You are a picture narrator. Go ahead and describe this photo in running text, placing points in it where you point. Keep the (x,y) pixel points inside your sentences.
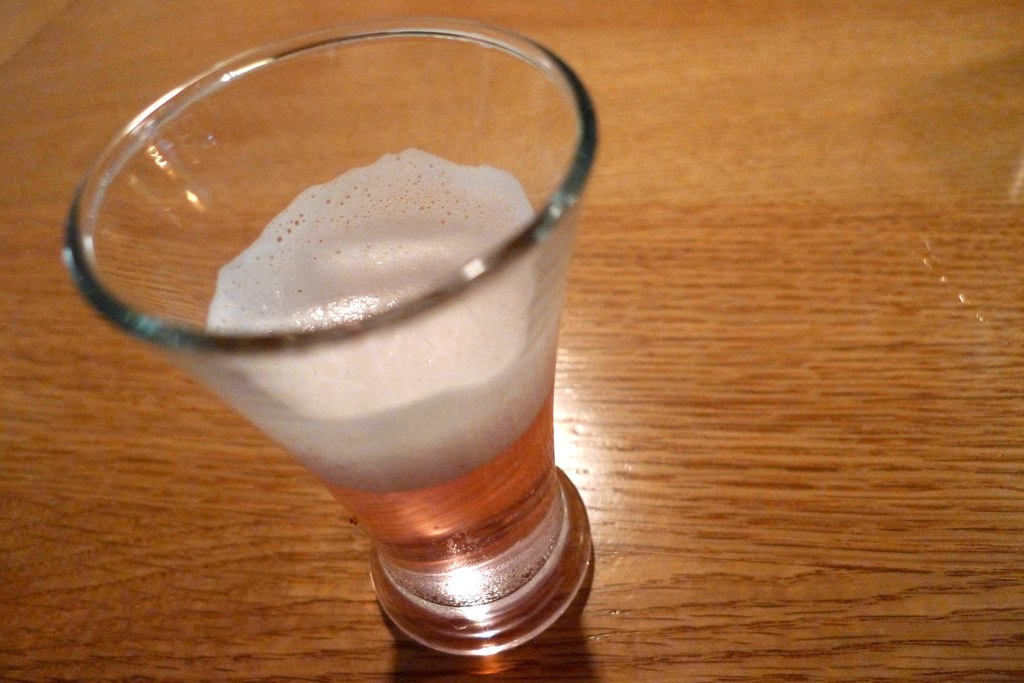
In this image, we can see a glass (459,479) with liquid (501,548) is placed on the wooden surface (220,549).
